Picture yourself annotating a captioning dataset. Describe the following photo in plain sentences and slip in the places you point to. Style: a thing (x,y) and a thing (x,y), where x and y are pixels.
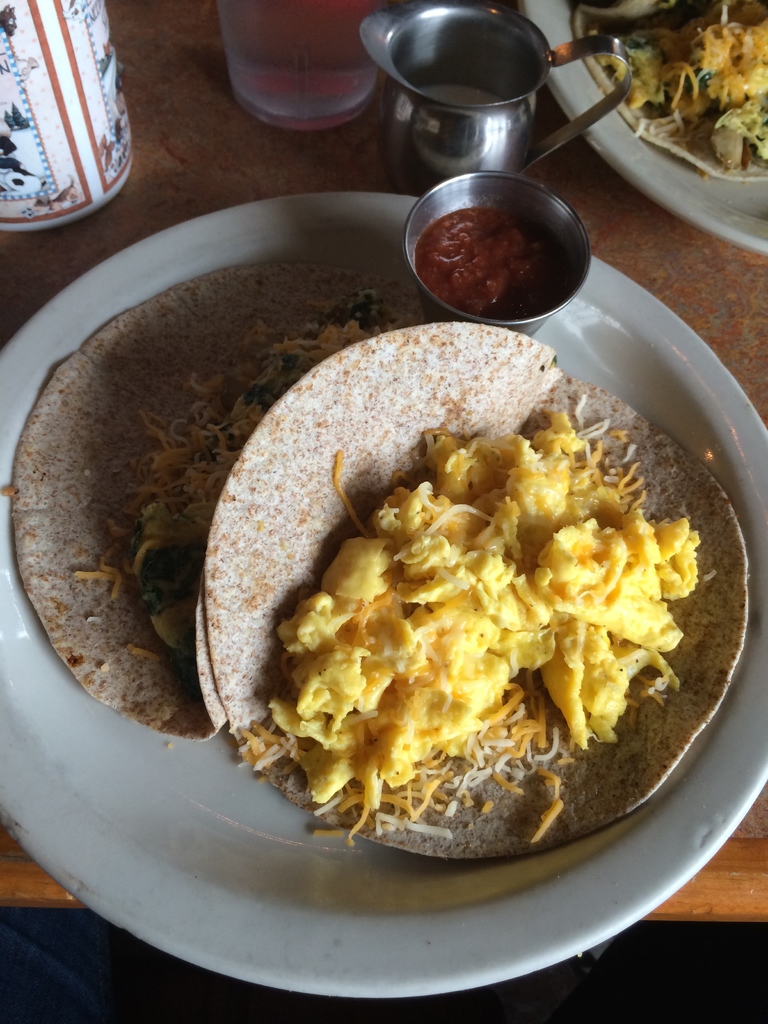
In this image I can see plates (665,805) in which I can see food items (334,521), cup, glass (286,67) and a mug (447,119) on the table (219,165). This image is taken may be in a room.
